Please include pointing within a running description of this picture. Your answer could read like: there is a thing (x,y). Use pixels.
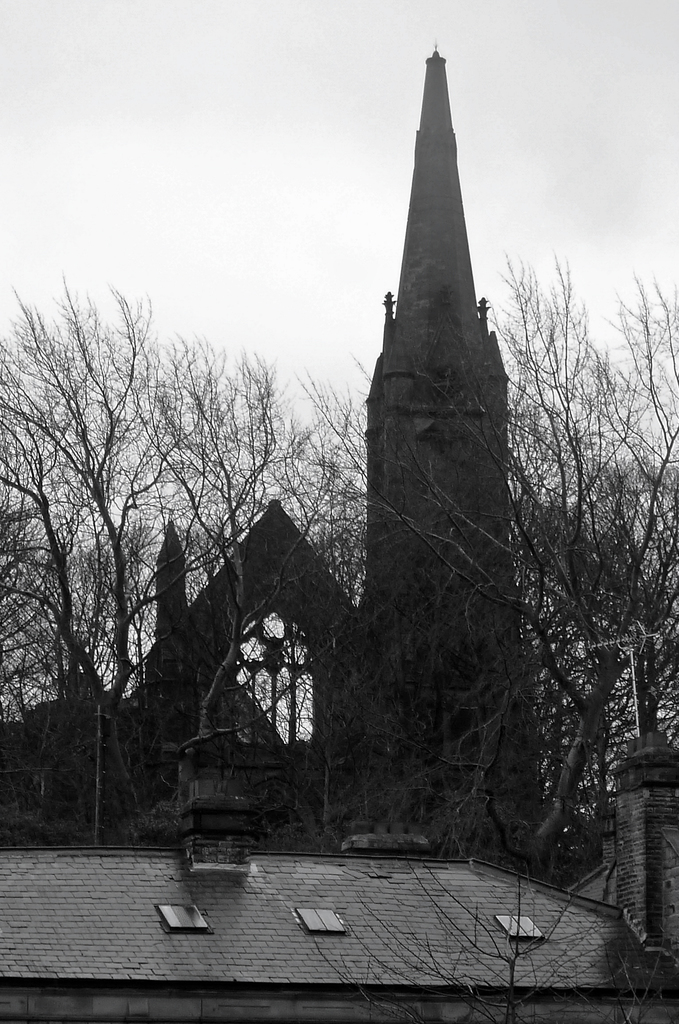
Here in this picture we can see an old building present over a place and we can also see plants (340,829) and trees (310,833) covered over there and we can see the sky (582,129) is cloudy.
